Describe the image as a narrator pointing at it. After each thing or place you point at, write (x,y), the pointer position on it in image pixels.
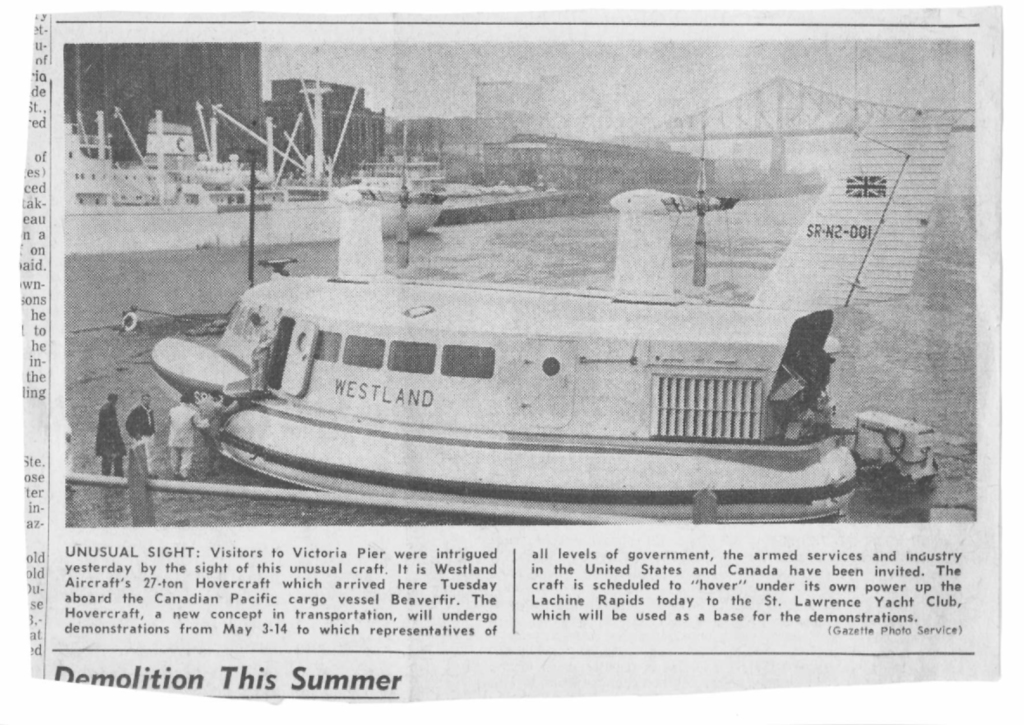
In this image I can see the ship (384,415) and the ship (608,492) is on the water (90,394). I can also see few persons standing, background (569,157) I can see few poles (268,139), buildings (428,146) and I can see something written on the image and the image is in black and white.
